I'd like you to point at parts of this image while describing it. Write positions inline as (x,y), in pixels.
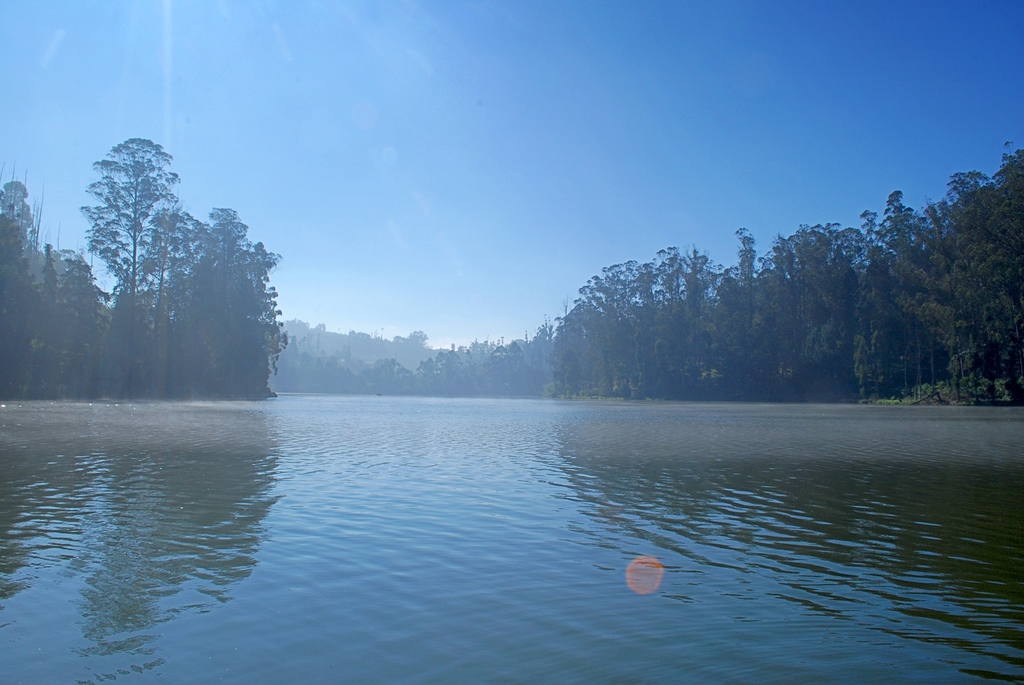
In this picture we can see water (618,479) and few trees (645,291).
